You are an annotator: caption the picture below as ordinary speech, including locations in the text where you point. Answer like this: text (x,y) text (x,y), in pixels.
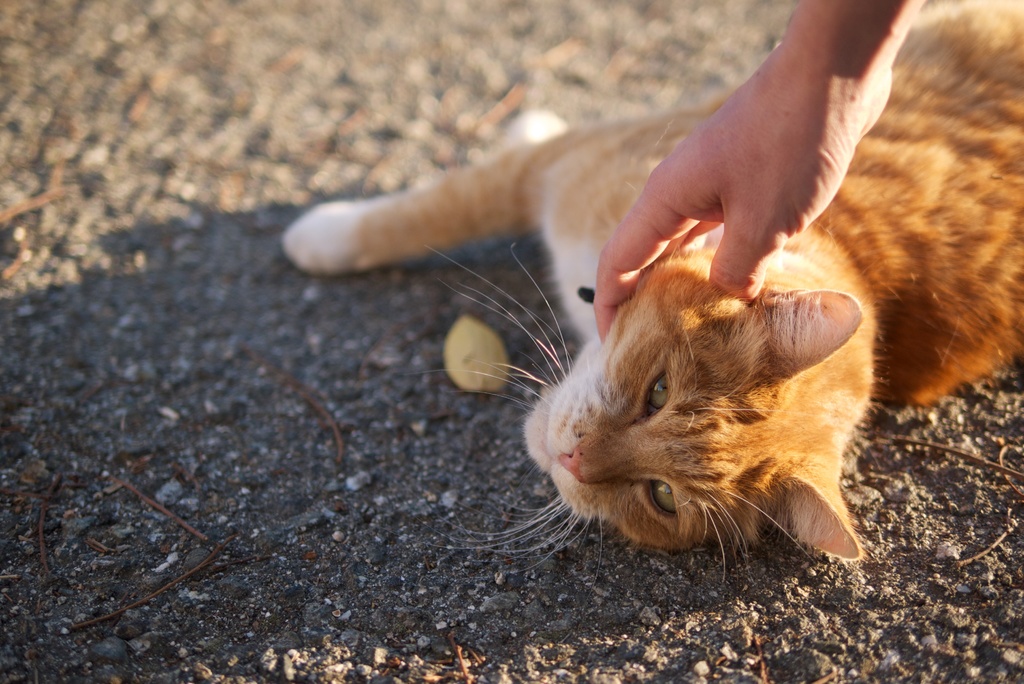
In this image we can see a cat (720,308) which is of brown and white color is resting on the ground (256,284) and we can see a person's hand (648,208) who is pampering the cat (624,305).
